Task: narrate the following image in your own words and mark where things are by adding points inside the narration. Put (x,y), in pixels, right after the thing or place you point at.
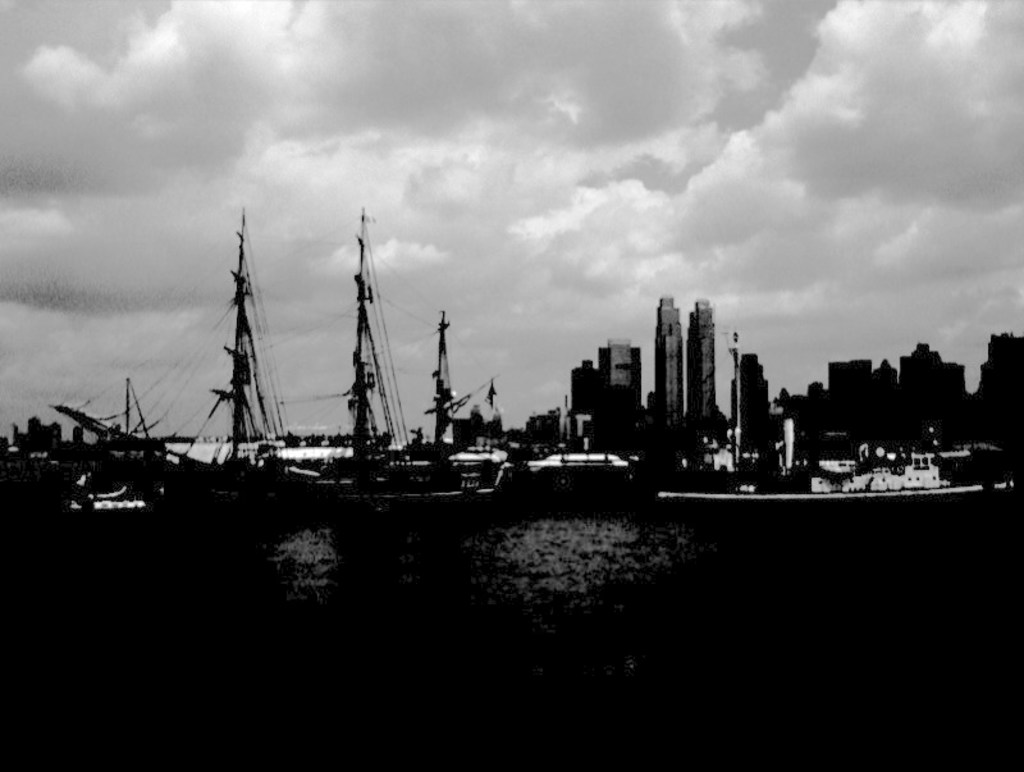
This is a black and white image. In the image there are many boats (332,471) with poles (360,295) and ropes (159,388). And also there are many buildings (617,368). At the top of the image (769,46) there is sky (424,210) with clouds (187,304).
